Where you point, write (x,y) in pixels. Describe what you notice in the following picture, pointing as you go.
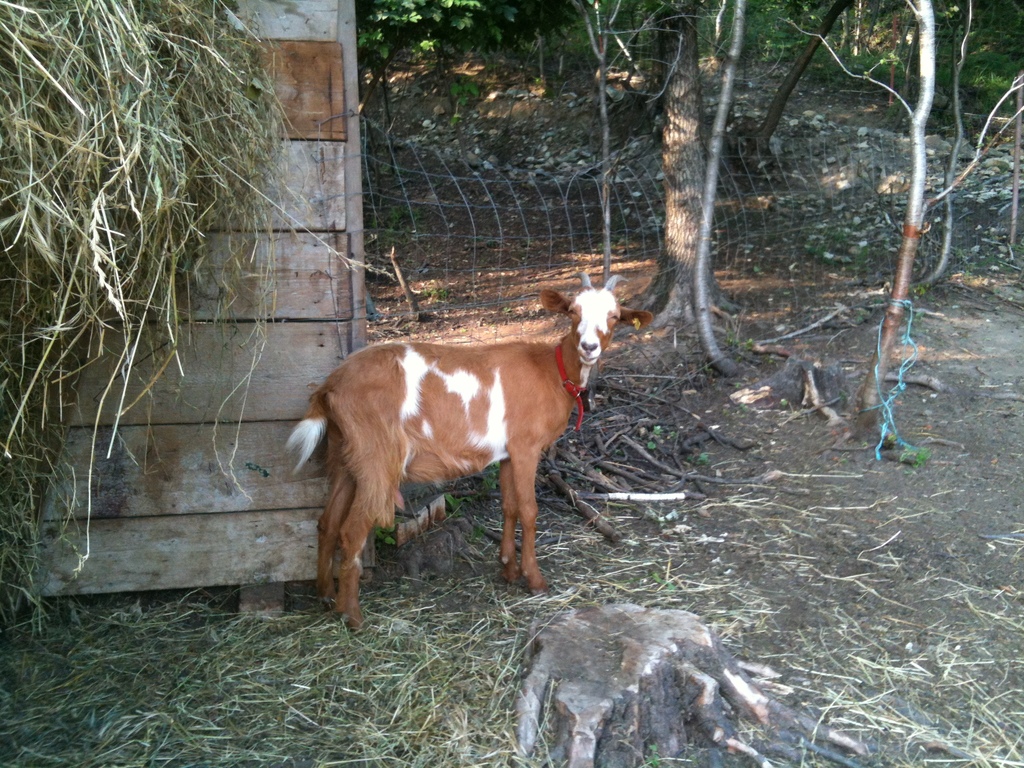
In this image there is a goat (481,428) standing on the surface (368,666) of the dry grass (418,660), behind the goat (376,399) there is a wooden structure (232,275) and some dry grass (130,159). On the other side of the image there are trees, net fence (550,234) and some wooden sticks (633,470) on the surface (651,470).
